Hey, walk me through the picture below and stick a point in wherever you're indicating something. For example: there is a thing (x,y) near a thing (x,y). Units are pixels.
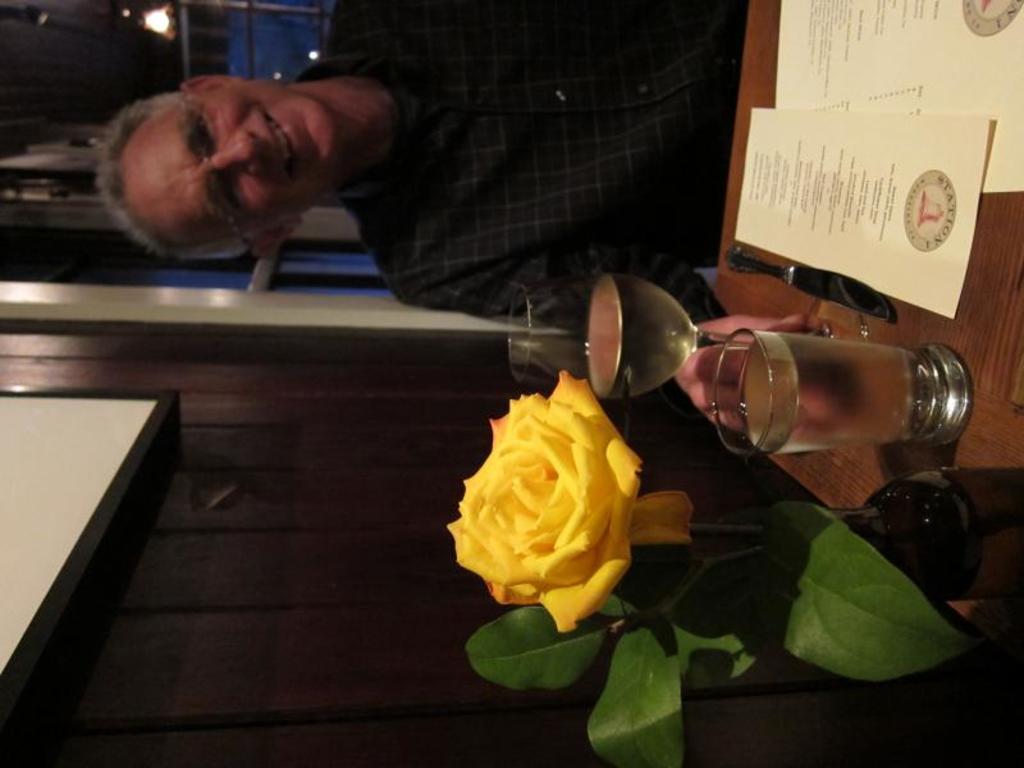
In this image I can see a yellow colour flower (567,544), few green leaves (720,614), few glasses (717,375), a table (1014,235), a knife (856,294), few white colour papers (854,208) and a man (296,223). I can also see smile (272,115) on his face (322,151) and here on these paper (882,189) I can see something is written.
